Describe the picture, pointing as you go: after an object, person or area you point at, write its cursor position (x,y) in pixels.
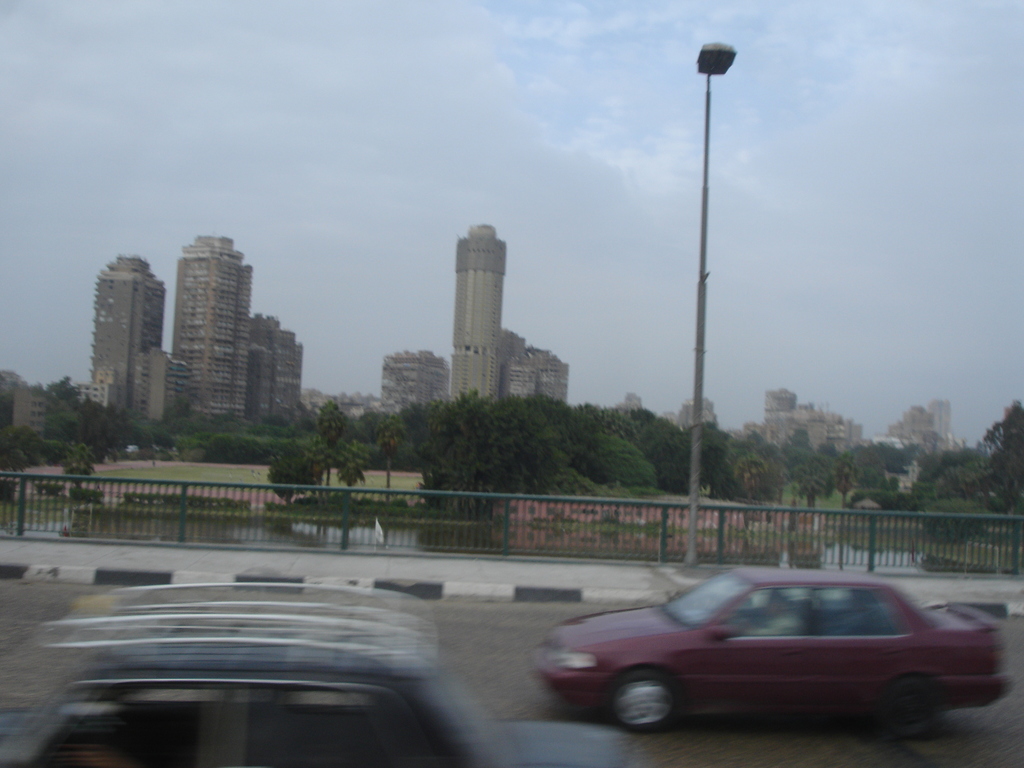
In this picture I can observe some cars (588,624) moving on the road (78,585) on the bottom of the picture (883,689). I can observe a railing (506,536) in the middle of the picture (346,503). There is a street light pole (695,455). I can observe trees (428,430) and buildings (506,380) in this picture. In the background (397,168) there is sky (419,147).
